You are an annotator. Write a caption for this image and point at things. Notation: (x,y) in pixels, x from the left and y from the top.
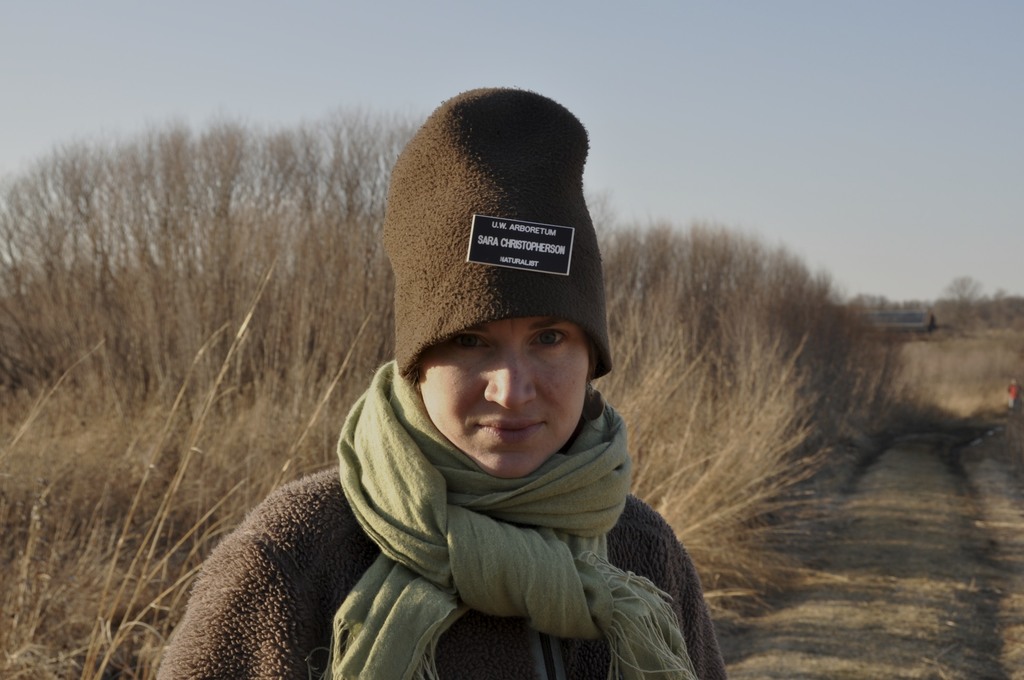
In this image I can see a person (488,469) wearing a scarf (452,511) and cap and in the background (1013,82) I can see the sky (867,227).
